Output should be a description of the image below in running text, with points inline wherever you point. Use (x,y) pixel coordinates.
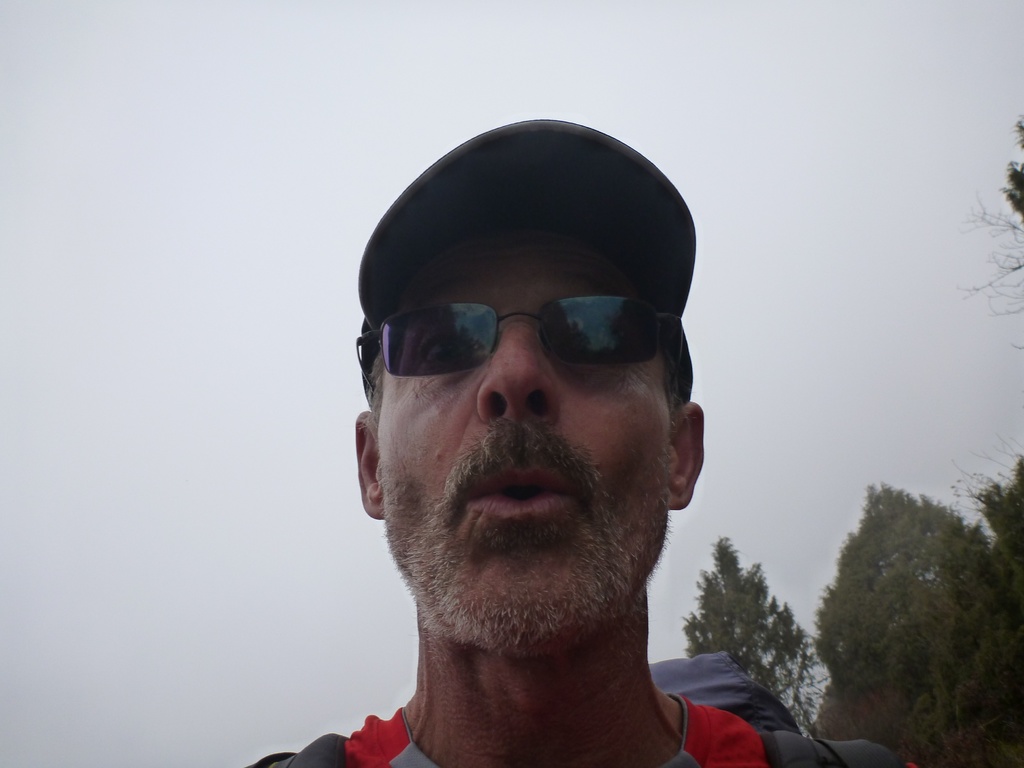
In this picture there is a man (670,422) in the center of the image (653,466) and there are trees (1023,571) in the background area of the image (873,546).
